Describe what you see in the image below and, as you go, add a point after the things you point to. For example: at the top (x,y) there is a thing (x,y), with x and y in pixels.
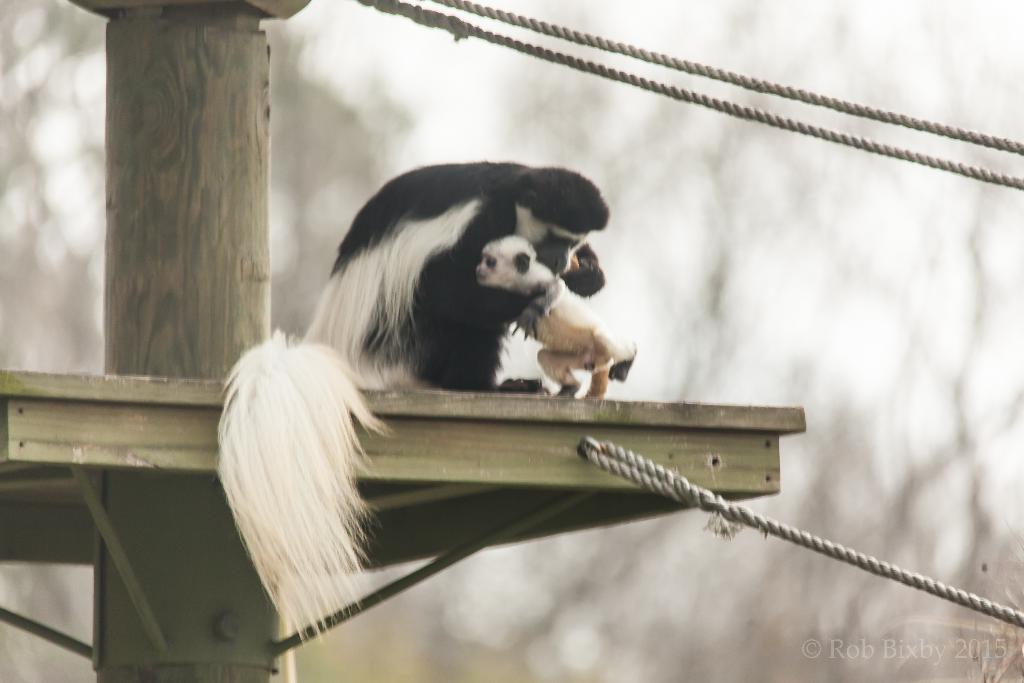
In this image in the center (496,320) there are animals (455,271), and in the center (595,412) there is a wooden board (737,462), wooden pole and some ropes (610,464). And in the background (839,480) there are trees (857,539).
